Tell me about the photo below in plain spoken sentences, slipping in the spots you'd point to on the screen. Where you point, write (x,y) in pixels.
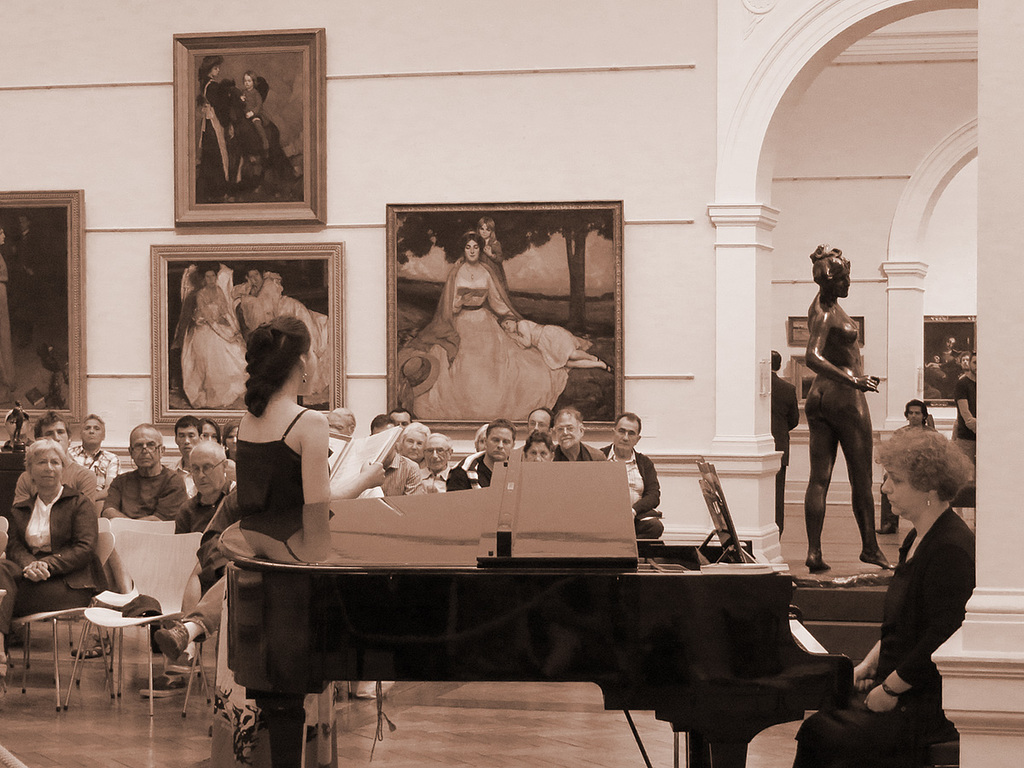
In this image I see number of people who are sitting on chairs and I see 2 women (932,466) who are near the keyboard (594,537) and this woman (840,748) is sitting over here. In the background (807,584) I see the sculptures (820,557) and few photo frames (545,375) on the wall (89,12).
